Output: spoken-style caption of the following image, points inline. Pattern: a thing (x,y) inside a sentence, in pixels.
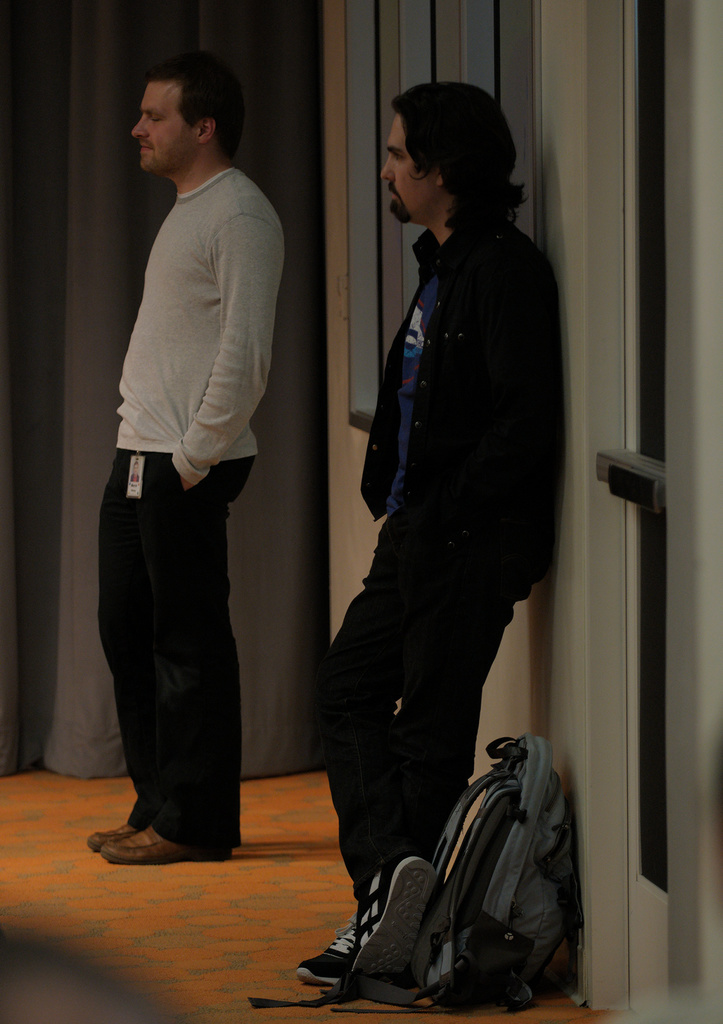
In this image we can see two men (389,623) standing on the floor (244,803). We can also see a bag (420,941) placed beside them. On the backside (239,495) we can see a wall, a curtain (239,508) and a door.
